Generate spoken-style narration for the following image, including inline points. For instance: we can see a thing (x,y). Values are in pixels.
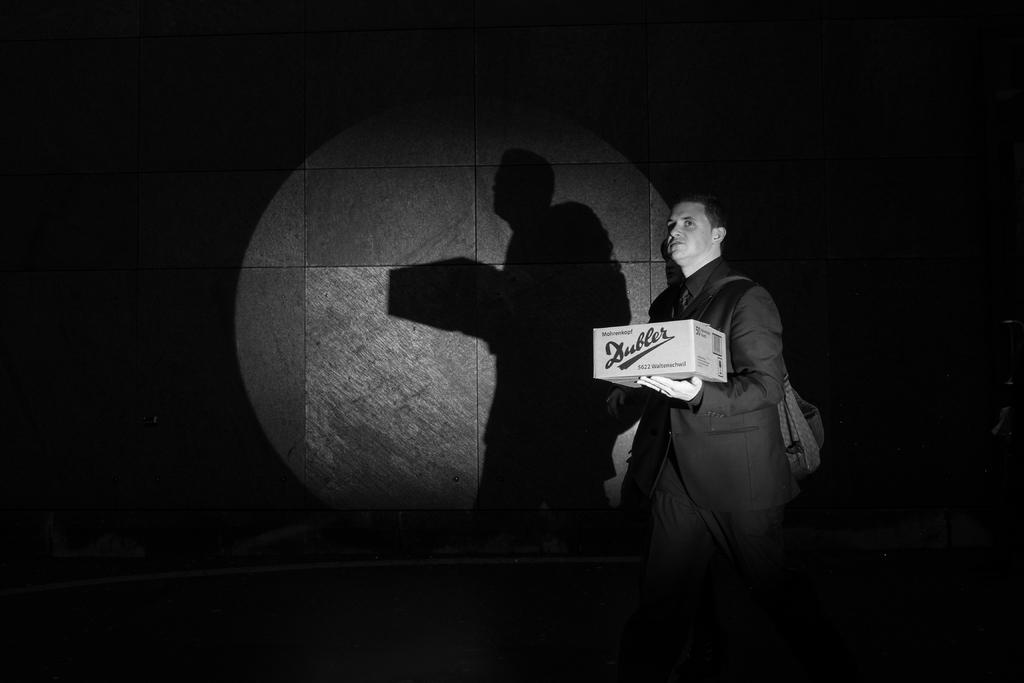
In this picture we can see a man (708,440), he is holding a box (651,342) and we can see dark background (874,224).
